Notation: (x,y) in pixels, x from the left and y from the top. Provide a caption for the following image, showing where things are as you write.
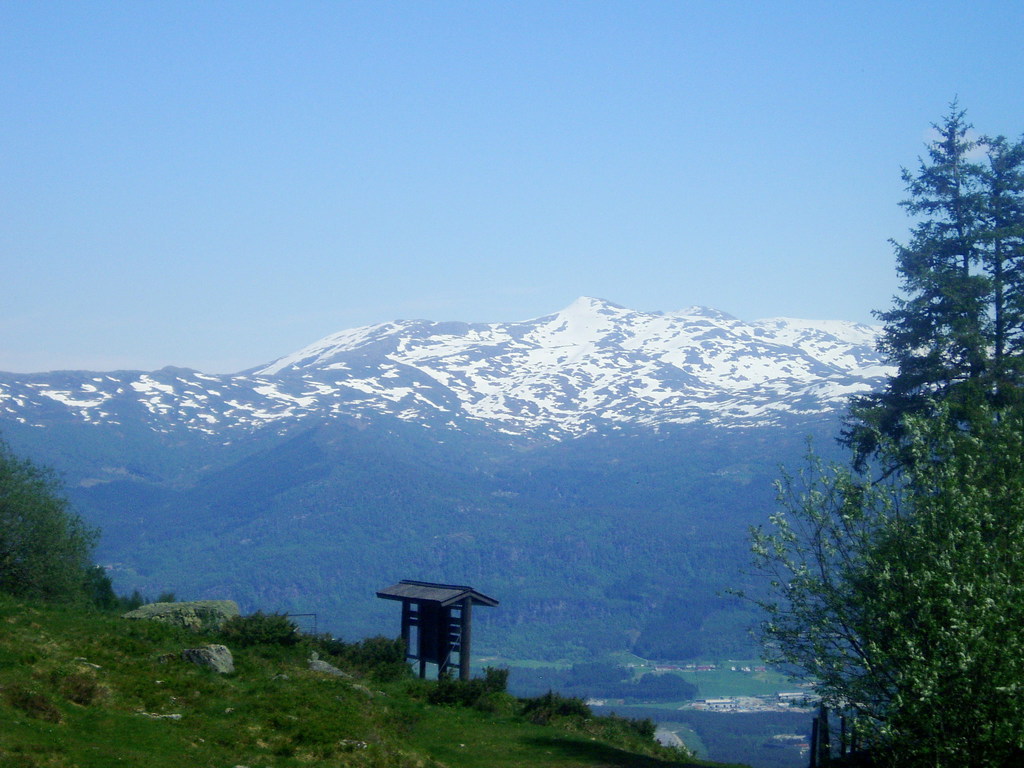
In this image we can see trees (815,504) on the right side (861,555). On the left side (124,645) there are plants (112,620), rocks (217,645) and a wooden object (454,641). In the back (263,413) there are hills (499,391) and sky (467,122). On the hills (451,442) there is snow (669,396).
